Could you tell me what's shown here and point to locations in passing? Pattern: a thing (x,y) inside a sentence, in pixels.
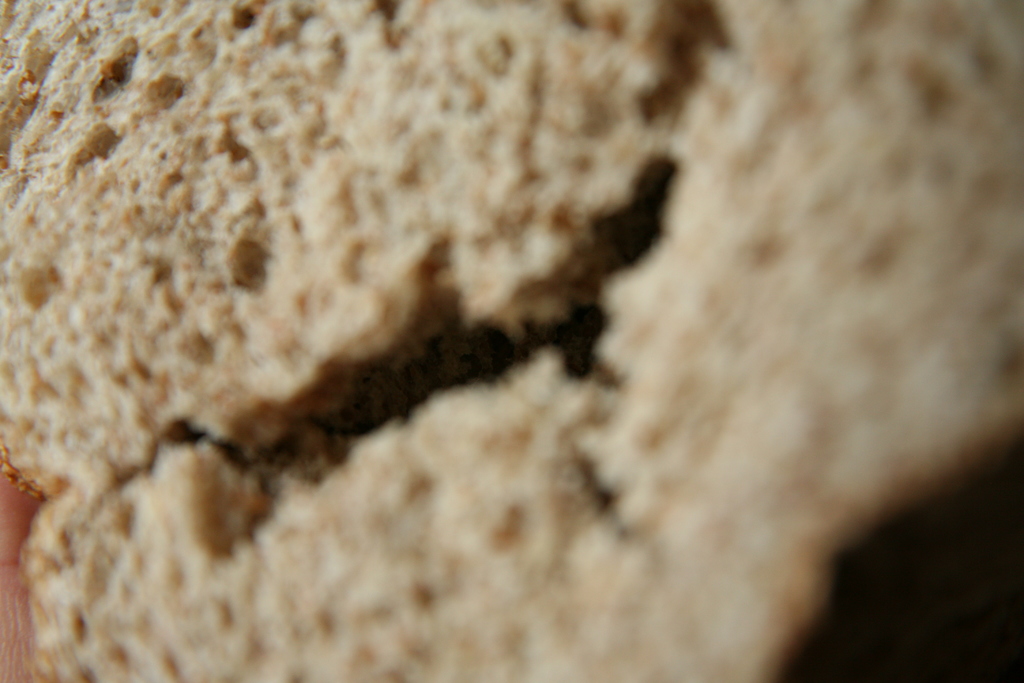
This is a zoomed in picture. In the center (346,334) we can see an object (521,521) seems to be the bread (215,429).
